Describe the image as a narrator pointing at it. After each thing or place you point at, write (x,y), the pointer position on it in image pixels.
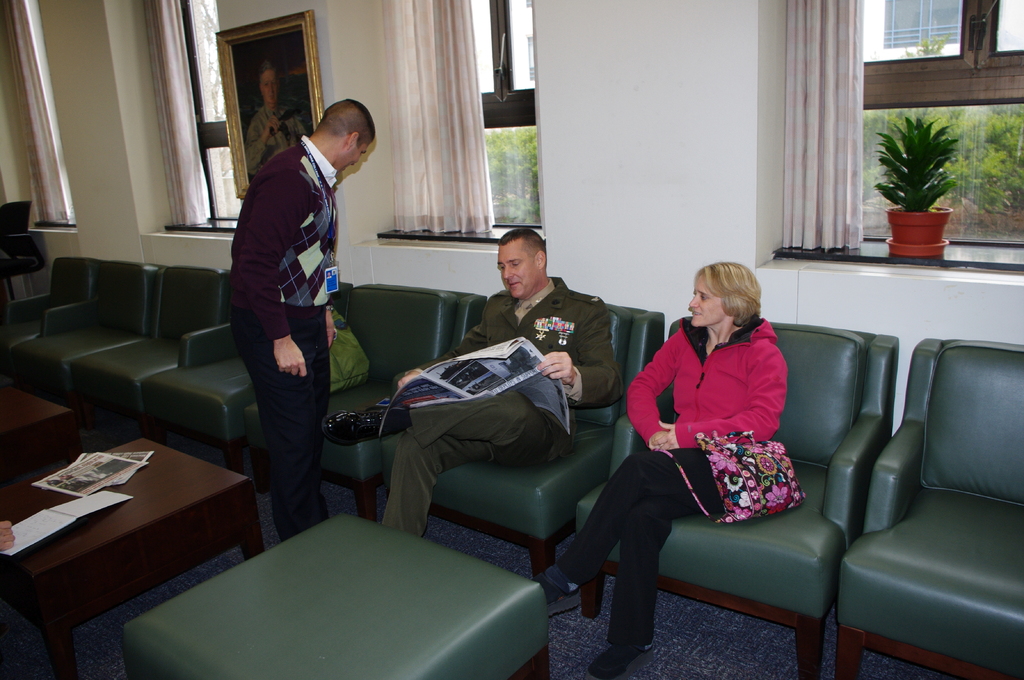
There are three people (647,408). The man (555,330) with the uniform (528,334) is sitting on a sofa (539,471) and reading paper (492,386). The man (257,226) with jacket (291,229) is standing. The woman (741,380) with the pink jacket (740,376) is sitting on the sofa (714,539). Behind them there is a wall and a pot (924,216). There are green color chairs (204,374). In front of those chairs (227,414) there are tables (173,485). On the table (125,486) there are some papers (88,473) and books (47,526). And on the wall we can see one photo frame (278,101).
